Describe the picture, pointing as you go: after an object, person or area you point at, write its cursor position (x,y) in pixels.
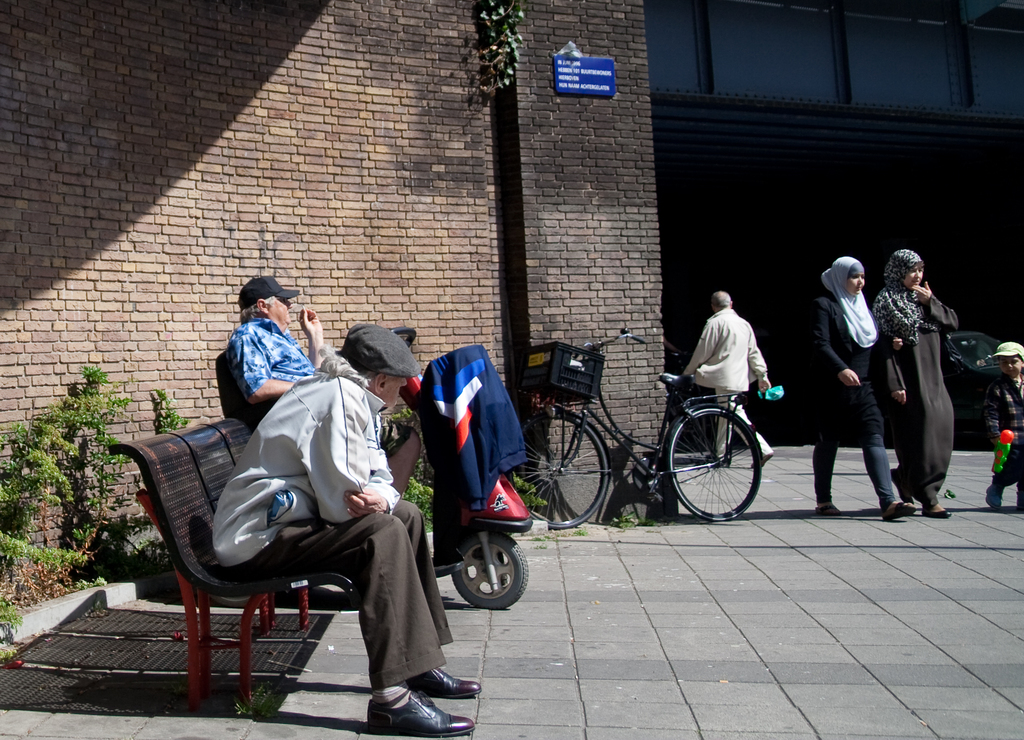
This picture describes about group of people (747,342), few are sitting and few are walking, beside them we can see a bicycle (549,414) and a scooter (476,471), on the left side of the image (50,452) we can see few plants (77,419).
